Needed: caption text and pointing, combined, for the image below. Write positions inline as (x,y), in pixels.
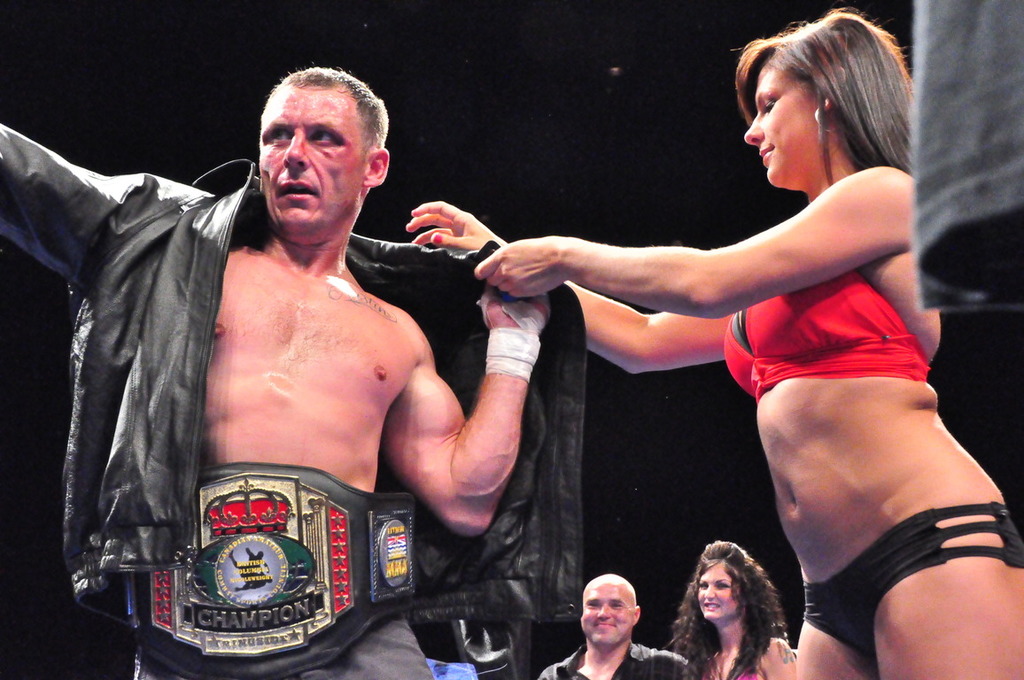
Background (70,116) portion of the picture is dark. We can see a woman (703,637) and a man (621,639). In this picture we can see a woman (827,247) holding a jacket (137,273) with her hands (471,232) and beside to her we can see a man (200,293) wearing a champion belt (313,590).
